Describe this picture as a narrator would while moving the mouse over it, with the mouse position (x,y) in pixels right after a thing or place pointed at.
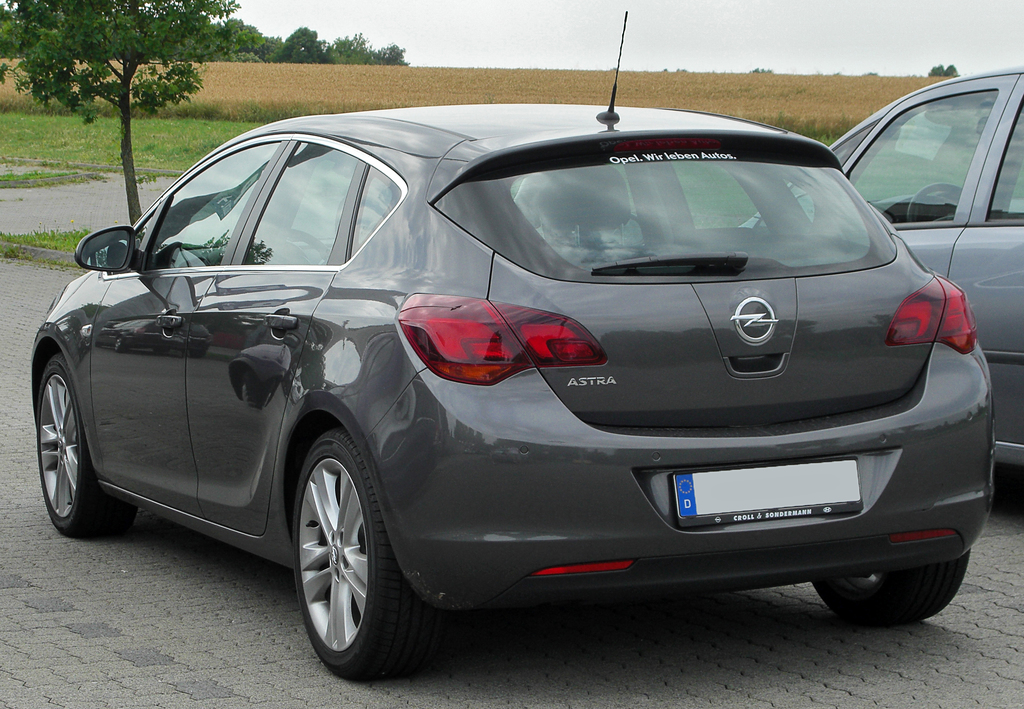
In this image there are vehicles (480,519) on a pavement (499,700), in the background (183,119) there are fields (287,100), trees (318,63) and the sky (700,36).
